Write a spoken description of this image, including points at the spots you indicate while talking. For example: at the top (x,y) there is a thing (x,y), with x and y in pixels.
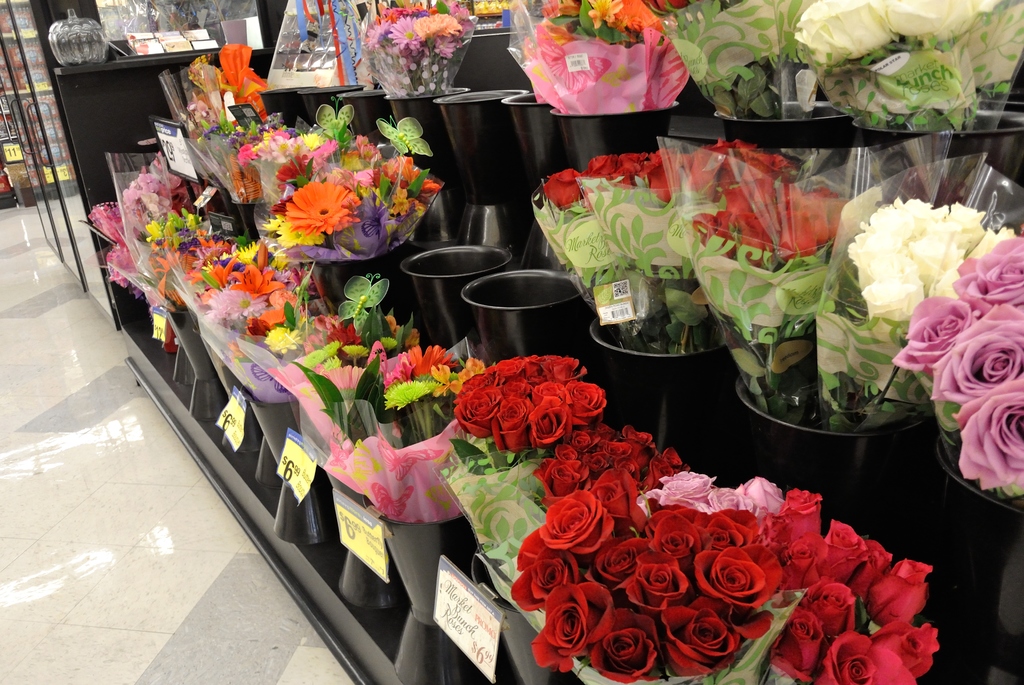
In this picture I can observe bouquets (369,279) in the middle of the picture (532,396). I can observe different types of flowers (225,117) in the middle of the picture (513,433). On the left side (29,100) I can observe glass door (25,117).
